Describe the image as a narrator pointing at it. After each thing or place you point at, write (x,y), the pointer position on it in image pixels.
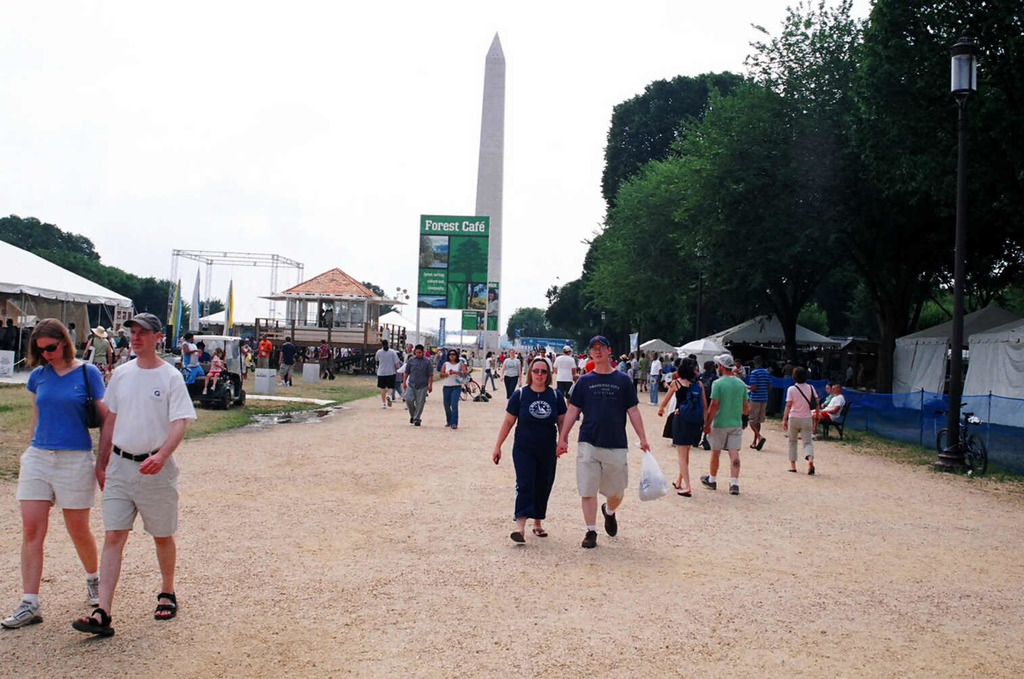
This picture describes about group of people (811,432), few are seated and few are walking, on the right side of the image (966,427) we can see a bicycle (965,436), pole (959,251) and a light (962,72), in the background (843,177) we can see few trees (719,171), tents (901,374), hoardings (441,285), metal rods (302,273), flags (193,305) and a tower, on the left side of the image (222,383) we can see a vehicle (233,366).
